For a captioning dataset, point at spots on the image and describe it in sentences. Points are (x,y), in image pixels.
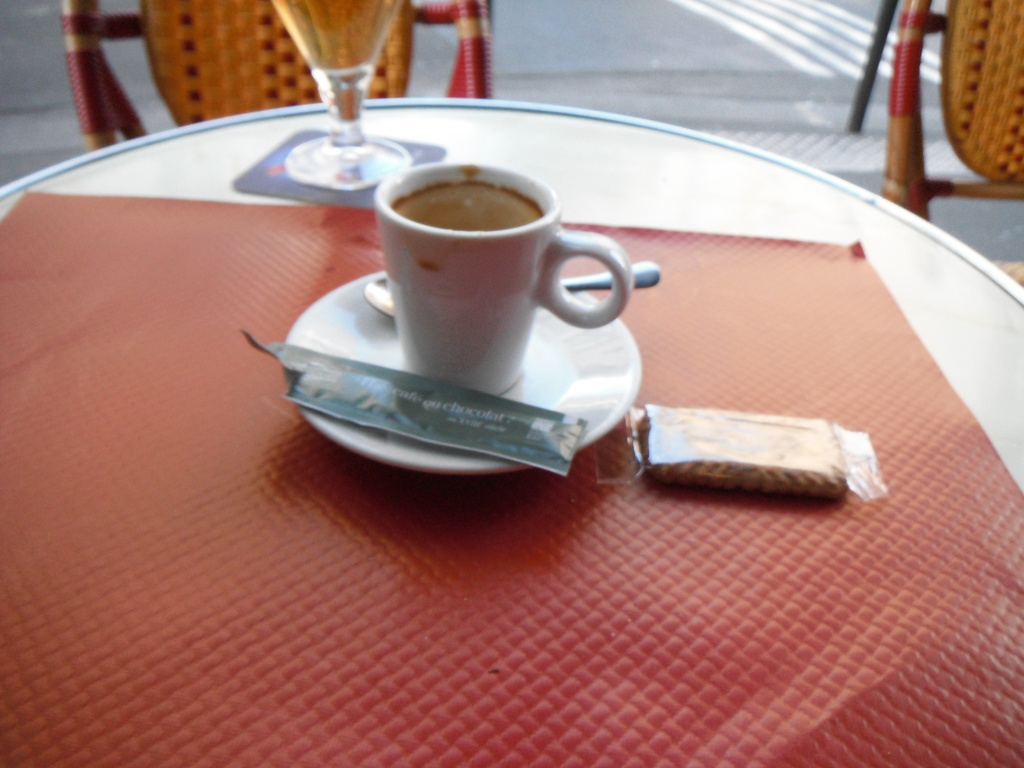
In this image I can see few chairs (469,32) and a table (239,303). On this table (352,703) I can see a cup (453,285), a spoon (376,289), a plate (368,451) and a packet (743,427).
